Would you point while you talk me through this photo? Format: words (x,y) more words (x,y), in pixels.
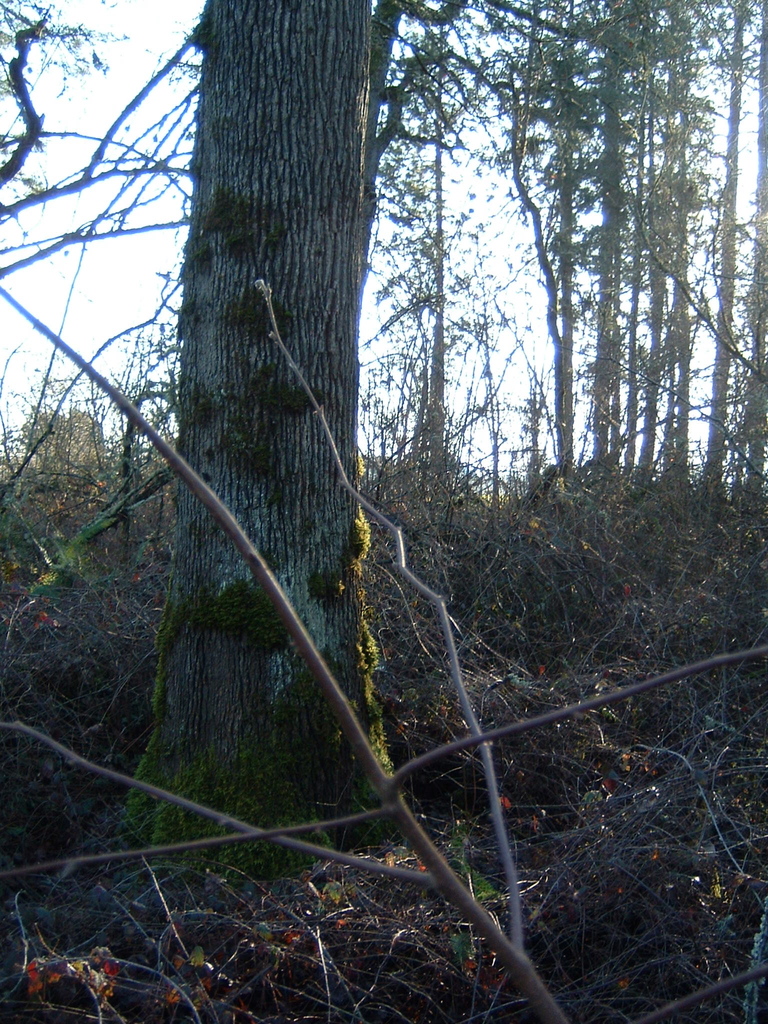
In the image there is a tree trunk (215,205) and around that there are many dry plants (397,761) and tall trees (429,295).
